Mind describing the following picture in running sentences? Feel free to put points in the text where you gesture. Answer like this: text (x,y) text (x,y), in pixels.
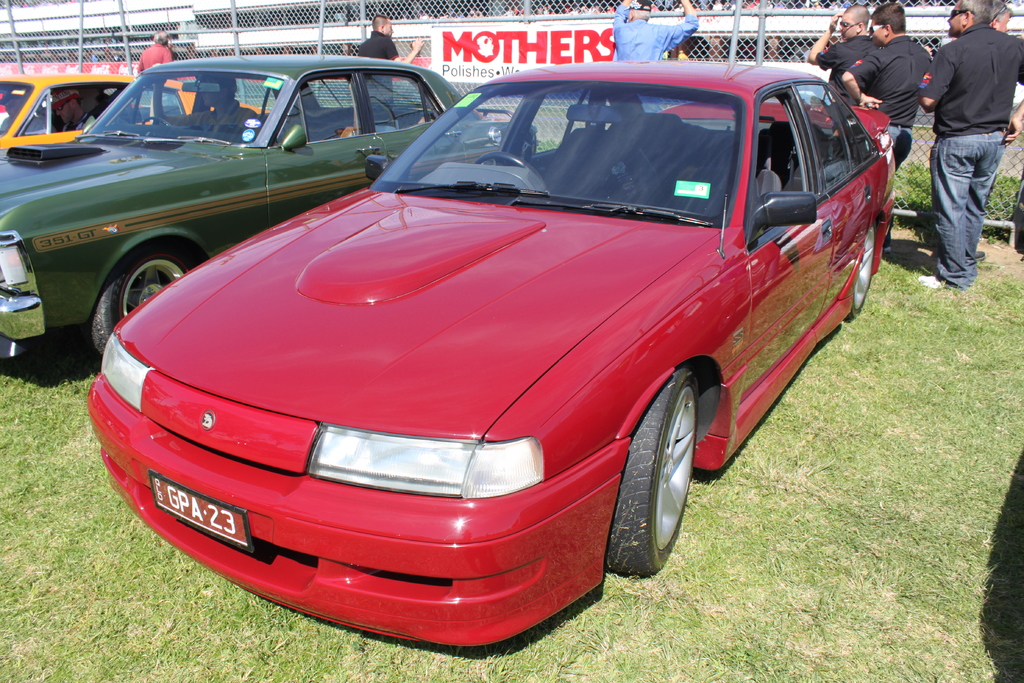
In this picture there are three cars (400,252) with red, green and yellow colors. They are on the grass (129,588). Behind the car (841,283) there are some people (695,18) standing. And there is a poster (502,56) in the middle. Inside the yellow color car (31,92) there is a person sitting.
